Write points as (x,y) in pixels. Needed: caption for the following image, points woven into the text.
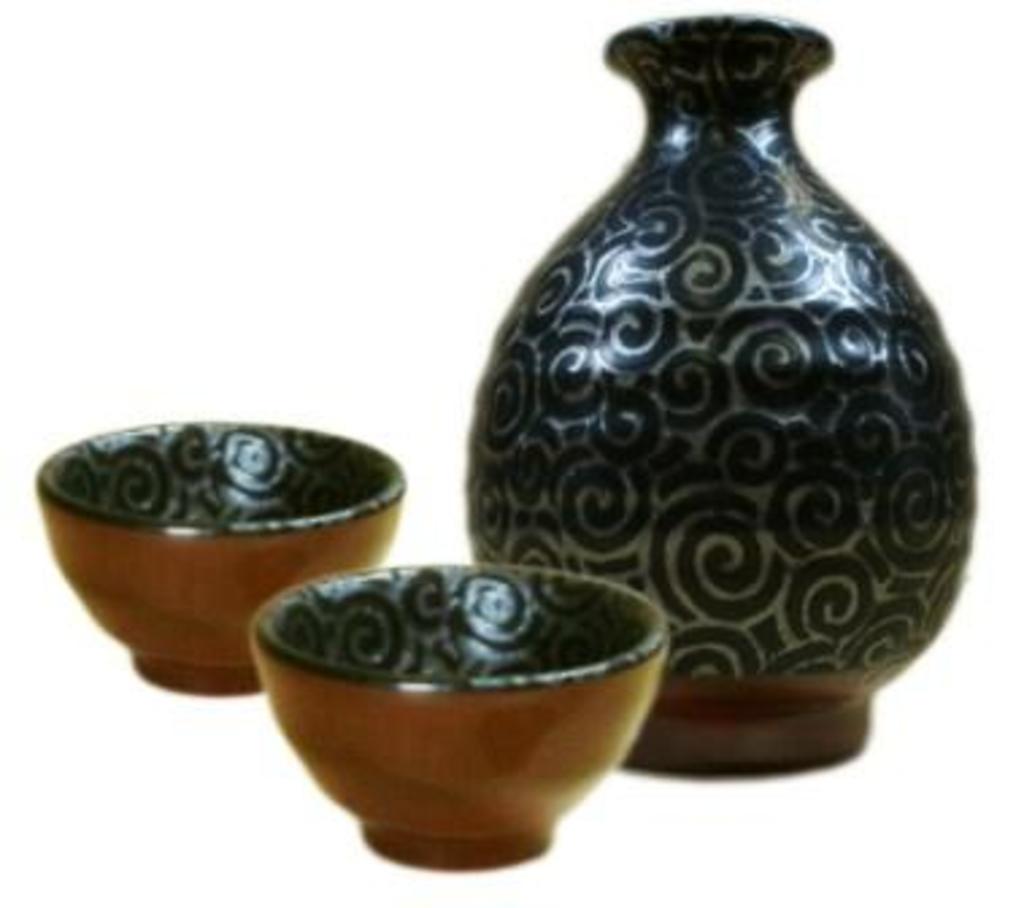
In the image there is a ceramic pot (714,310) and two ceramic bowls (467,669) kept beside the pot (690,431).
